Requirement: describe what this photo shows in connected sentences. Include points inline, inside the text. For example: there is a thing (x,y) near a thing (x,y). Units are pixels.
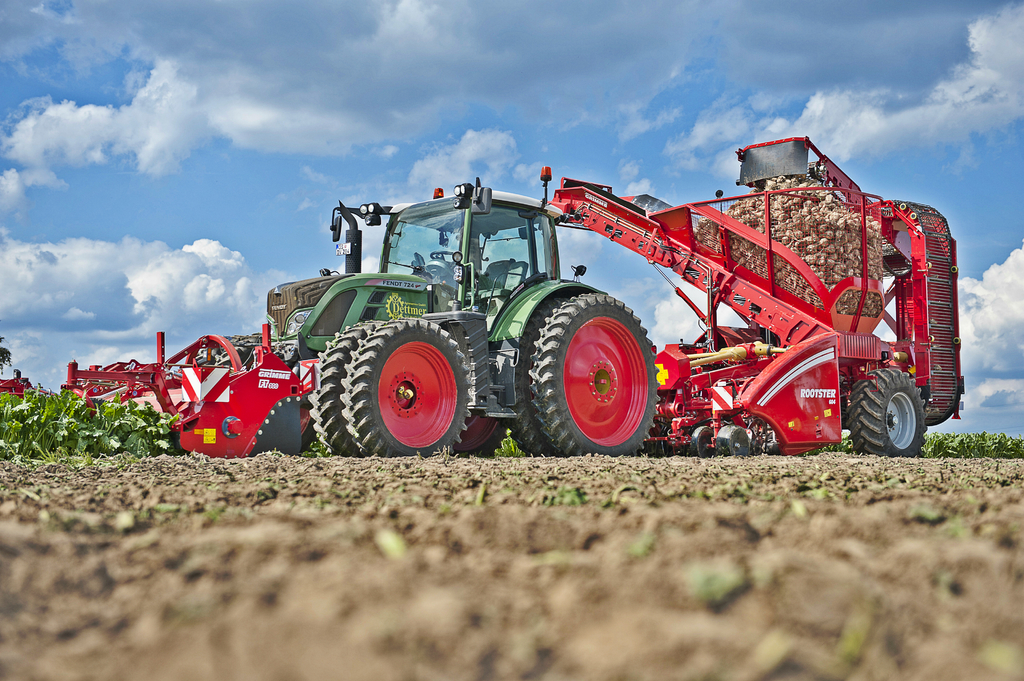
In this picture there is a tractor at the center of the image (528,259).
